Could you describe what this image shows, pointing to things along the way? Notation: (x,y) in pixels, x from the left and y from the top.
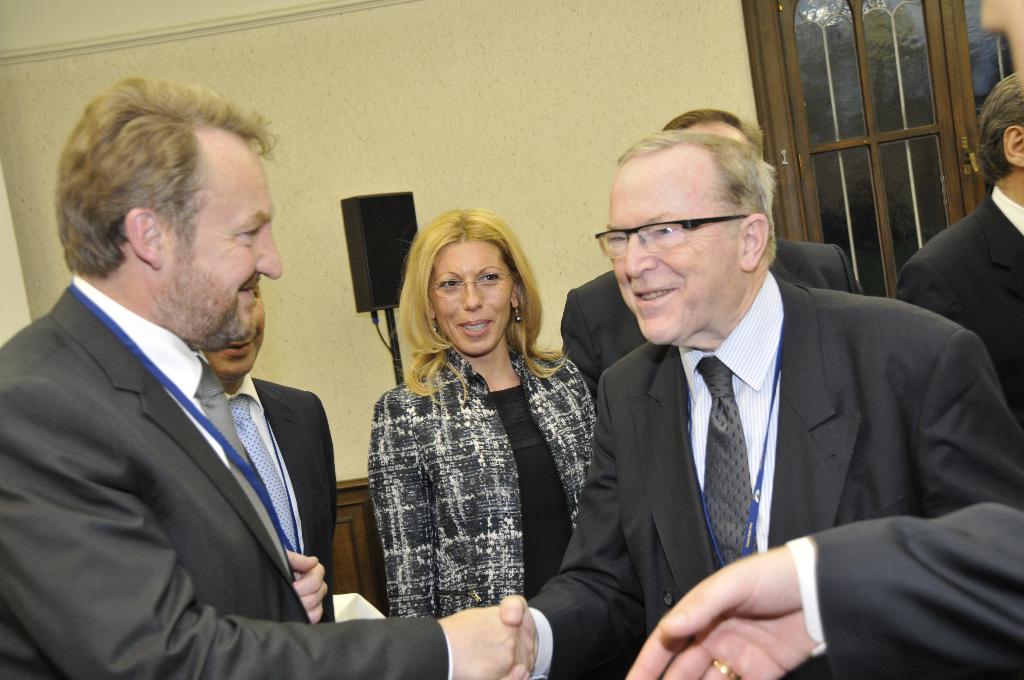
This image consists of many persons (741,395) wearing black suit (329,446). In the middle (443,442), there is a woman (469,511). In the background (317,50), there is a wall (606,72) along with a window (802,83).
